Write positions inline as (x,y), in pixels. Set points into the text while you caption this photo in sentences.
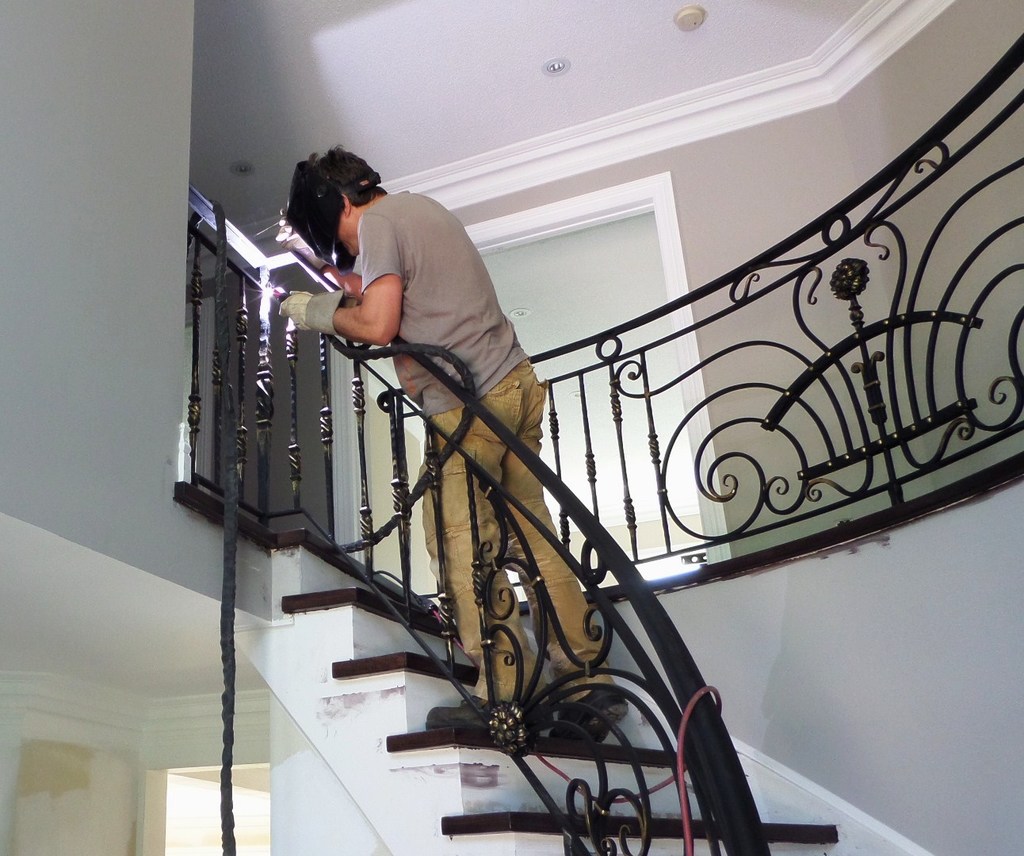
This image is taken indoors. In this image there are a few walls (113,367) with a window (659,258). At the top of the image (554,27) there is a ceiling (479,41). In the middle of the image (351,566) there is a staircase (428,698) with a railing (364,516) and a man (327,161) is standing on the stairs (433,668) and he is holding a pipe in his hand (281,303).
